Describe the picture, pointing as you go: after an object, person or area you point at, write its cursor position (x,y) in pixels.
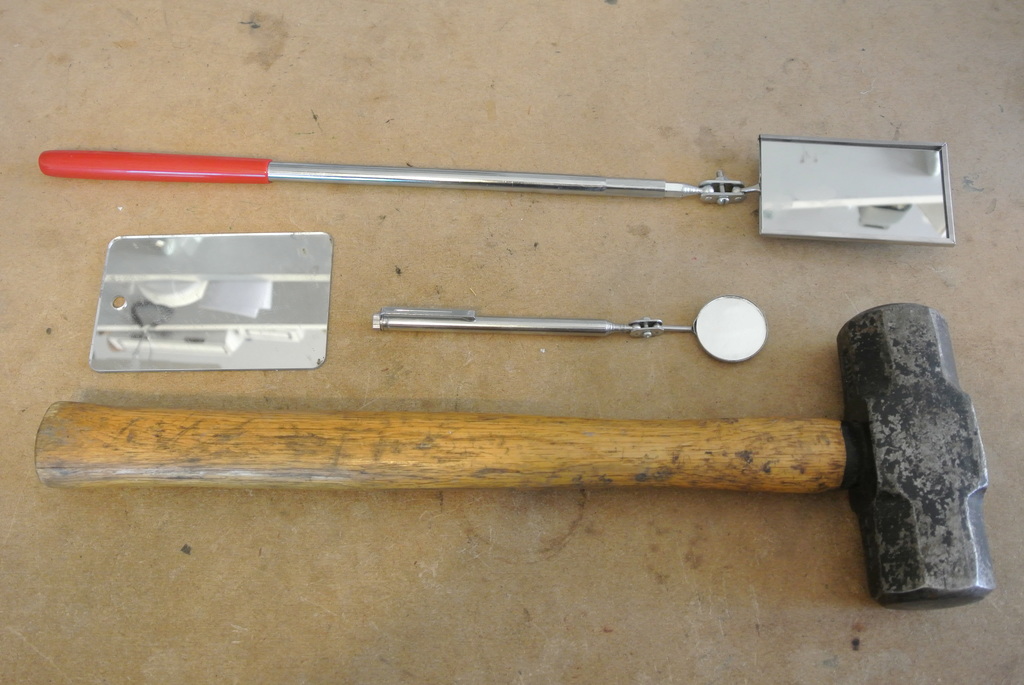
In this picture I can see there is a hammer (896,452) and there is a stick (150,170) and the mirror (776,185) is attached to it and these are placed on a brown surface (355,562).
